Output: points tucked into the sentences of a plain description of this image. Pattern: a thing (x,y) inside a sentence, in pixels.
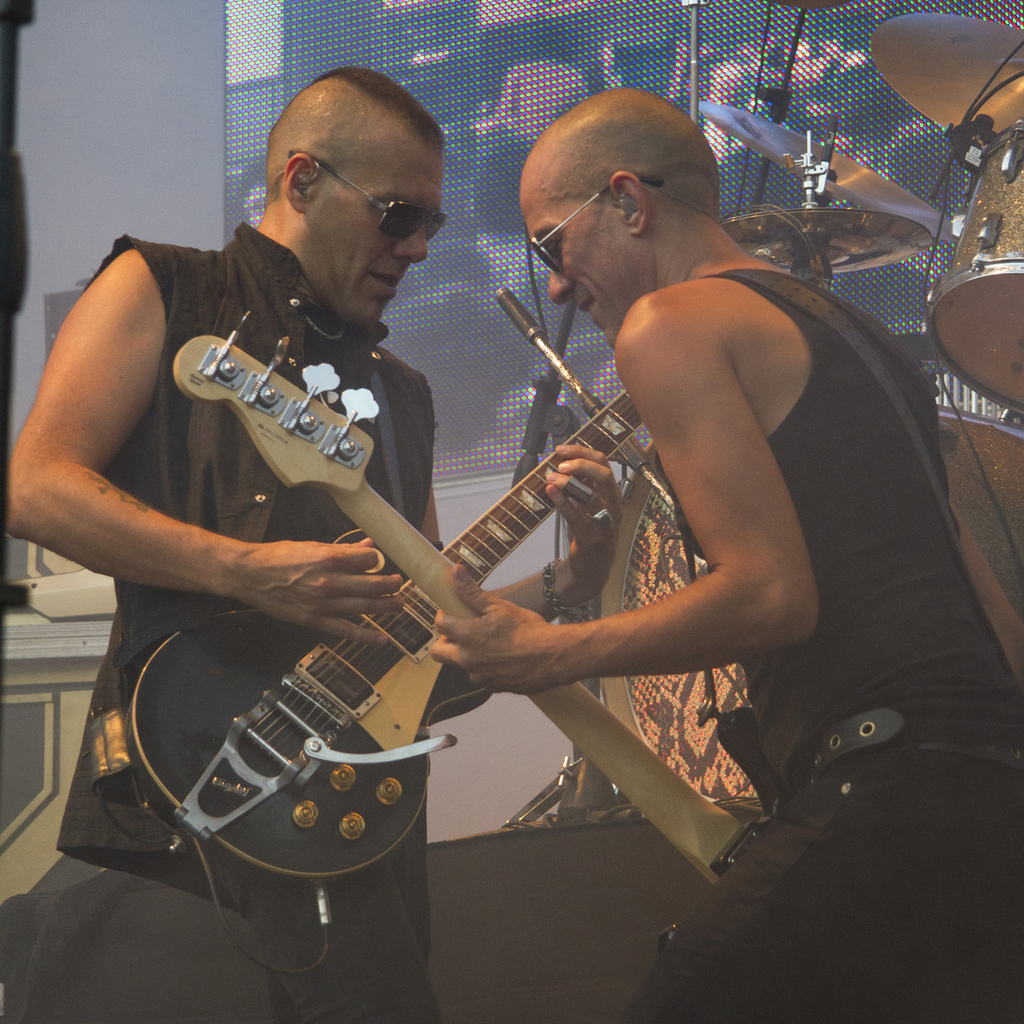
In this picture we can see two men (599,198) holding guitar (350,455) in their hands (245,563) where one is facing the other person (400,191) and beside to them we can see drums (994,423), screen (578,91).
